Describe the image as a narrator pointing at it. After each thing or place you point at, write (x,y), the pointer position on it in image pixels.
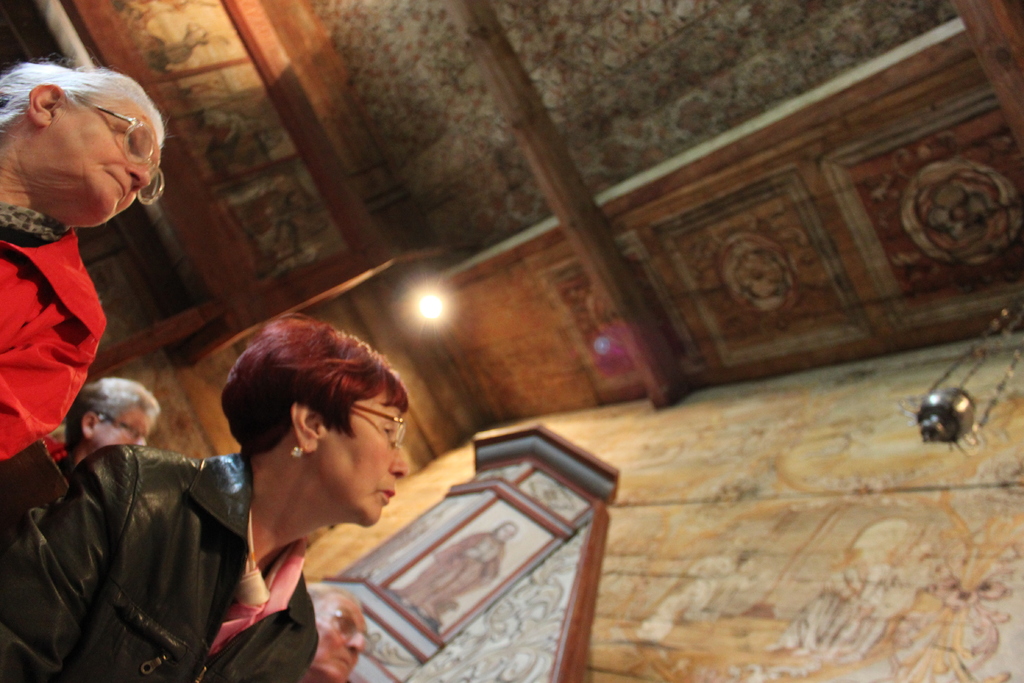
In this image we can see group of people (299,421) are standing, there is a wall (789,466), there is a light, there is a roof (469,182).
